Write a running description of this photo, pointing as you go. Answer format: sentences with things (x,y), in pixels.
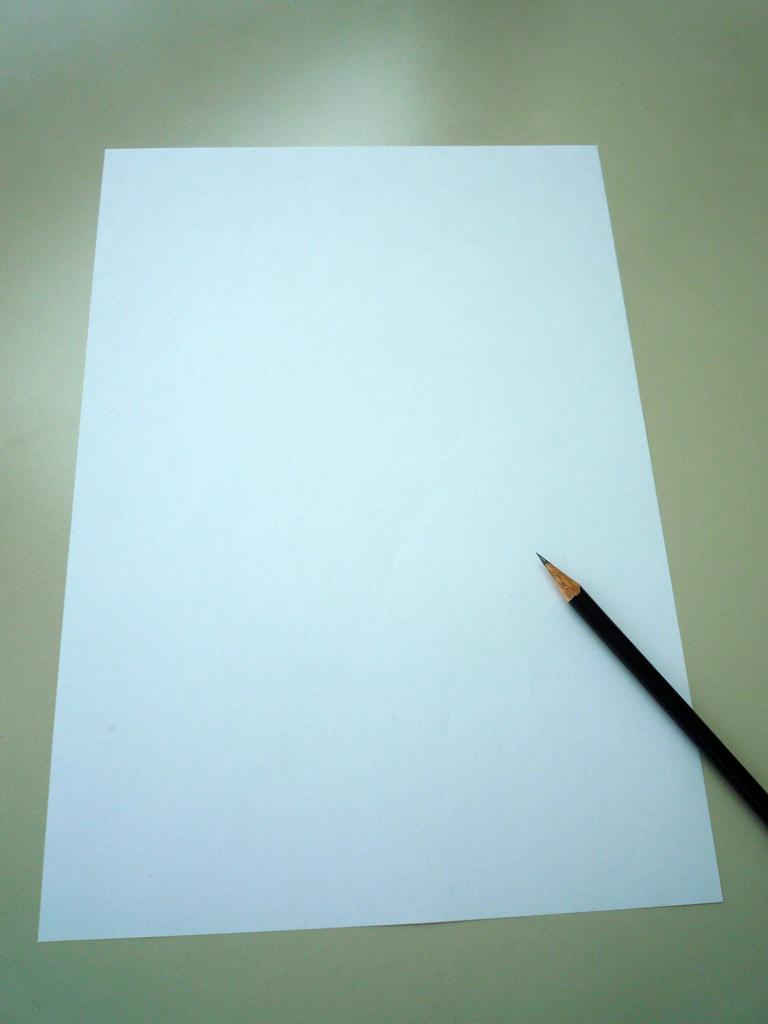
We can see a pencil (661,695) on a white paper (103,471).
